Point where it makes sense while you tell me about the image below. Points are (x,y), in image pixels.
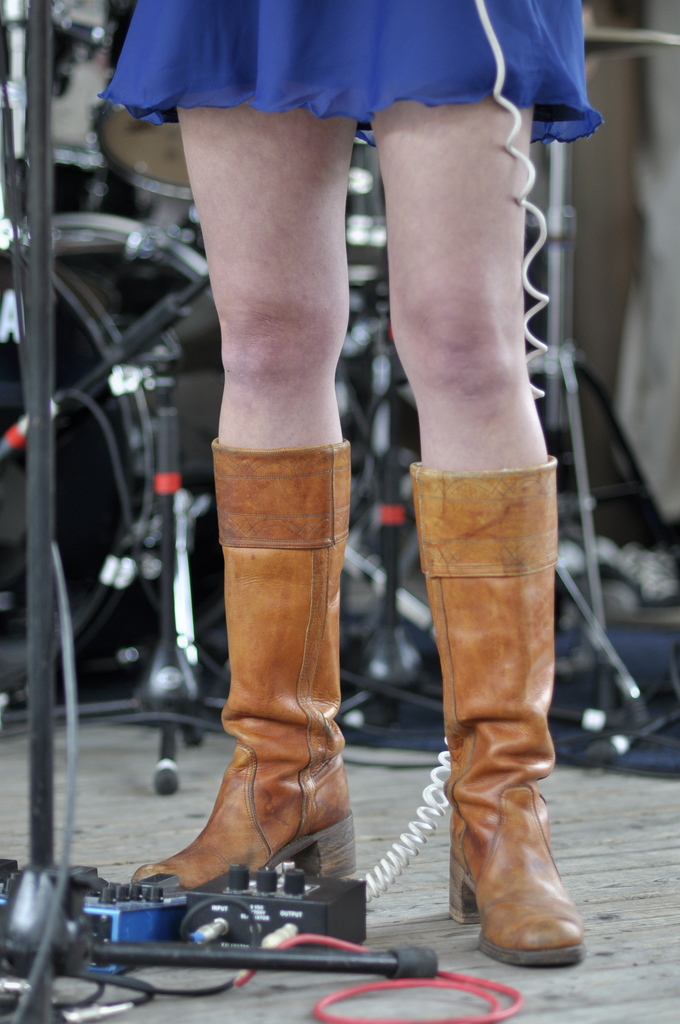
In this picture I can see there are some objects (308,933) placed on the floor (116,831) and there is a woman (325,754) standing here and she is wearing blue dress (412,84) and a shoes (521,756) and in the backdrop (163,633) there are some other objects (191,642) placed here.
